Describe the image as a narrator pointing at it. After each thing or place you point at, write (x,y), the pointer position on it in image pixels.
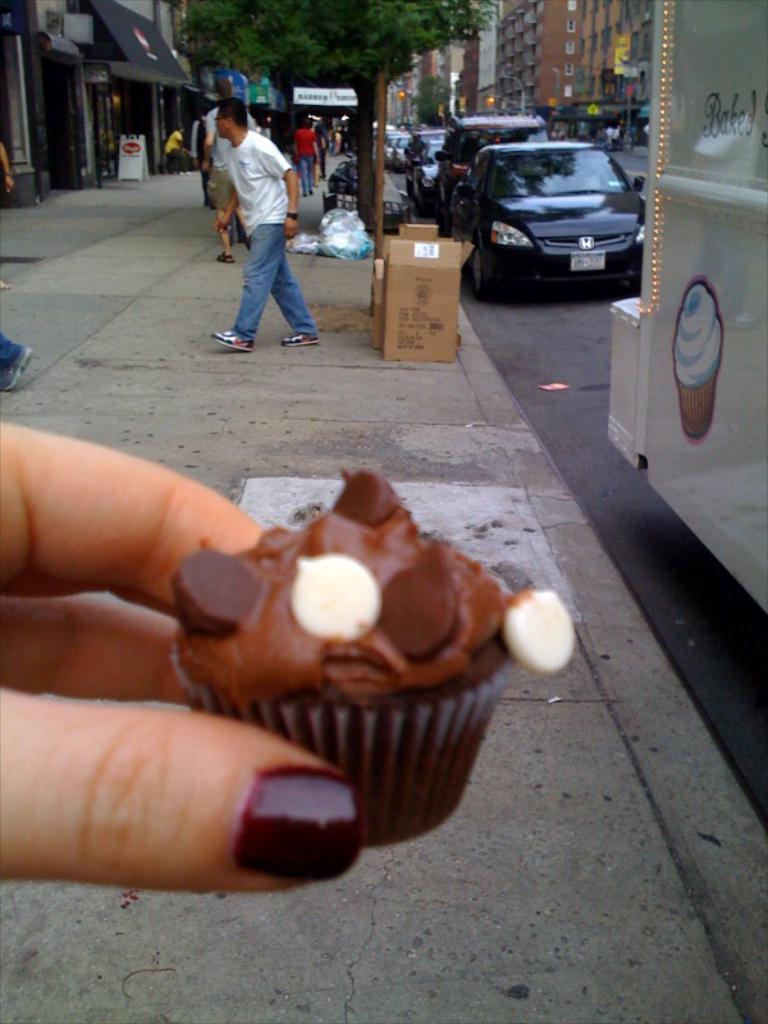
In this image, on the left side (229,544), we can see person hand (168,469) holding a cupcake (380,677). On the right side (720,235), we can see a white color vehicle (723,246). On the left side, we can also see the leg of a person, we can also see the hand (2,152) of a person (5,140), hoardings (144,157), building (96,98). In the middle of the image (277,347), we can also see a person (290,223) walking on the footpath (183,249). In the background (388,253), we can also see some boxes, vehicles (491,209) which are placed on the road (555,354), buildings (506,44), trees (366,149), footpath (120,316), a group of people (204,184) walking on the footpath (130,319). At the bottom (669,782), we can see a road (543,358) and a footpath (412,390).
